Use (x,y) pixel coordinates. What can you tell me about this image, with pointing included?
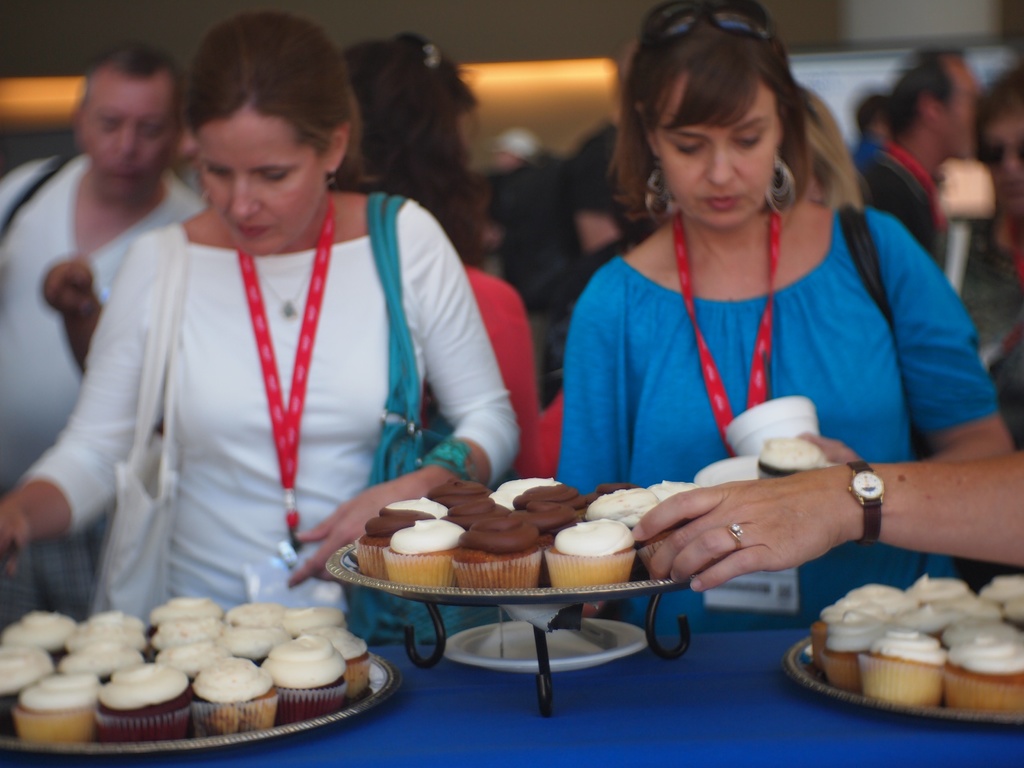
In this picture, we see the cake stand (398,587) containing cupcakes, trays (373,657) containing cupcakes (255,626) and a plate (615,650) are placed on the blue table (720,683). Beside that, we see two women (424,340) are standing. They are wearing the ID cards (781,581). On the right side (875,538), we see the hand (692,510) of the human (780,526) holding the cupcake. Behind them, we see people (579,168) are standing. In the background (560,97), we see a wall (489,30) and the lights (490,63). This picture is blurred in the background (470,219).
